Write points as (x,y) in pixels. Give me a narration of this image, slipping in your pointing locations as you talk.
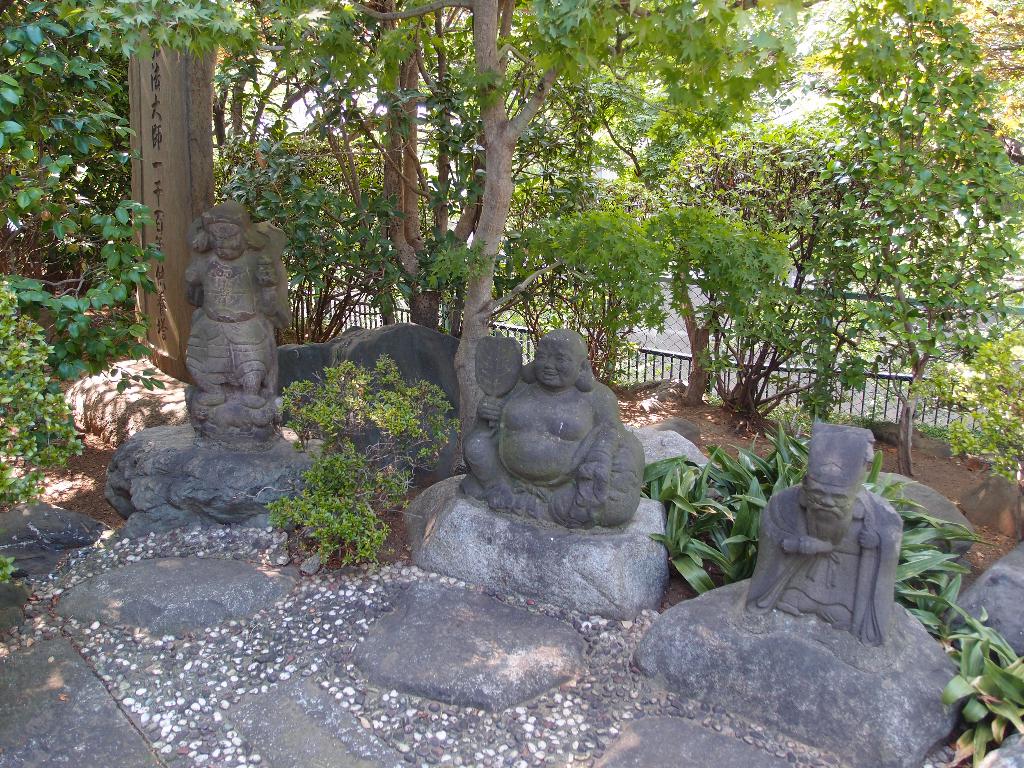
In this image I can see rock sculptures (233,439), trees (969,363) and fence (889,383) at the back (140,322).
